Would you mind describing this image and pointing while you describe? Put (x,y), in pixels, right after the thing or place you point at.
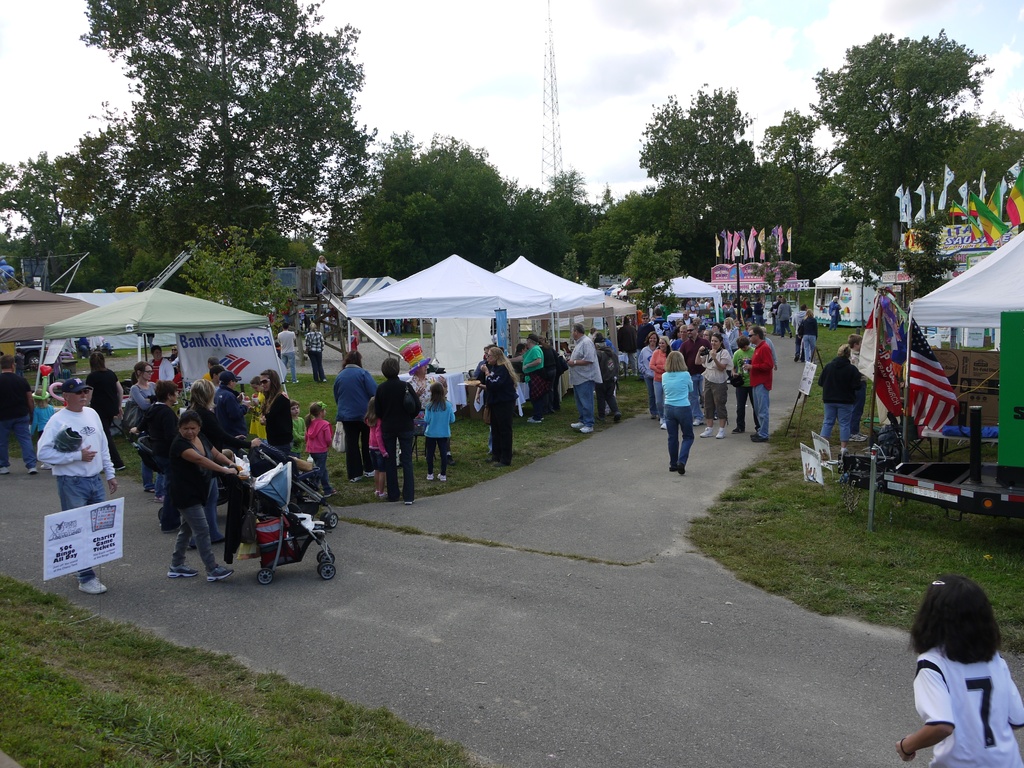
Here we can see people (281,436), chairs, flags (910,407), baby chairs (327,523), tents (76,308) and board (805,368). This is grass (186,676). Background (21,171) there are trees (743,190).
